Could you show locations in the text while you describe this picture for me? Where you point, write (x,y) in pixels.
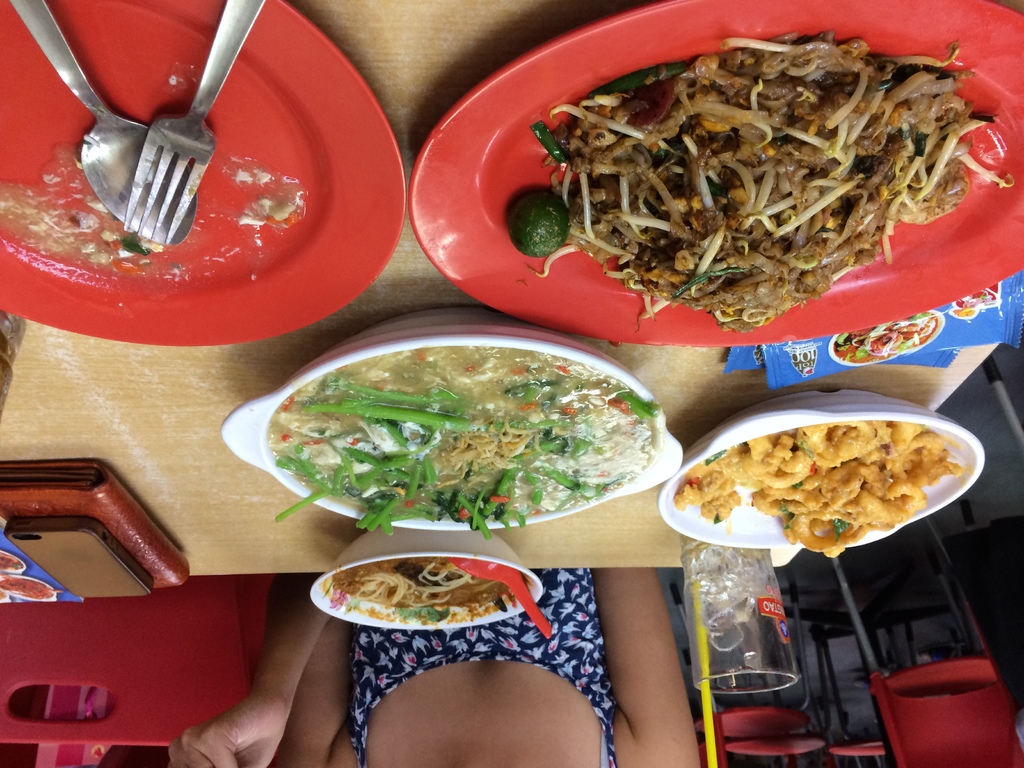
In this image there are some plate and bowls (336,591) are kept on a table (150,484) as we can see on the top of this image (416,246). There is a wallet (139,523) and a mobile phone (53,549) is kept on this image in the bottom left side of this image (130,531). There is one person (557,678) in the bottom of this image, and there are some chairs (896,677) are kept in the bottom right corner of this image (872,668) and left side of this image (165,668) as well.
